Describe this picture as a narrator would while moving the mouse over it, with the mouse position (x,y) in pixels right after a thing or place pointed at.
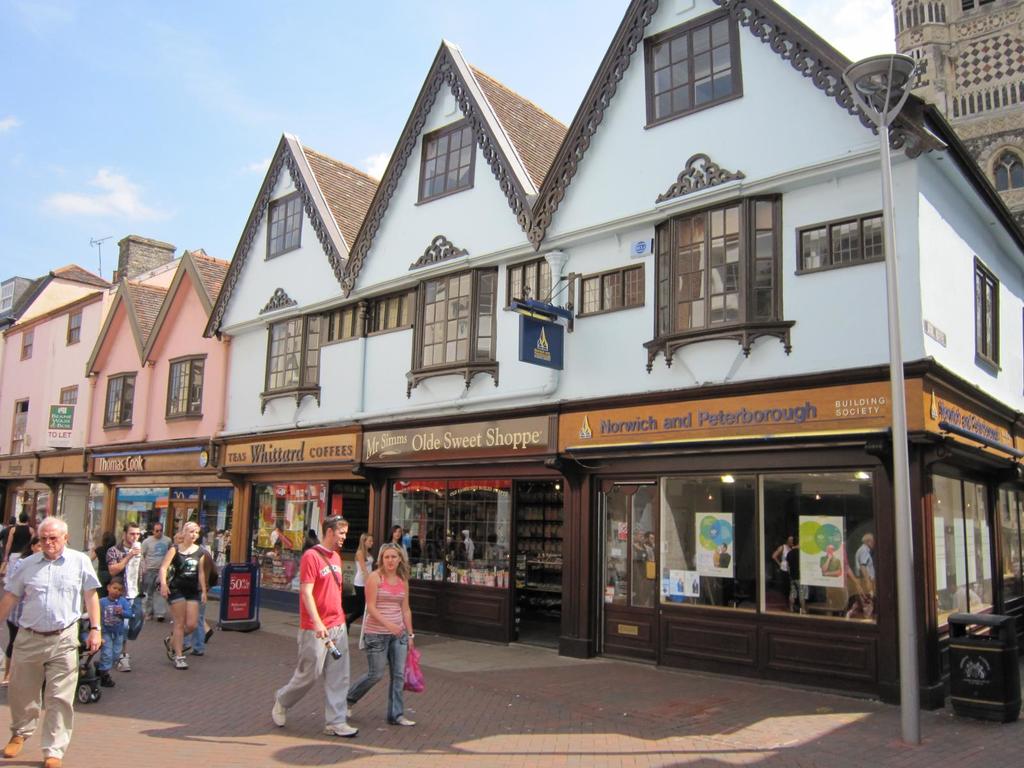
In this image, I can see the buildings (507,237) with the windows (420,378) and glass doors (188,501). These are the name boards (837,420). I can see groups of people (124,614) walking. This looks like a light pole (909,87). On the right side of the image (971,703), I can see a dustbin (982,688). This is the sky (269,97).
